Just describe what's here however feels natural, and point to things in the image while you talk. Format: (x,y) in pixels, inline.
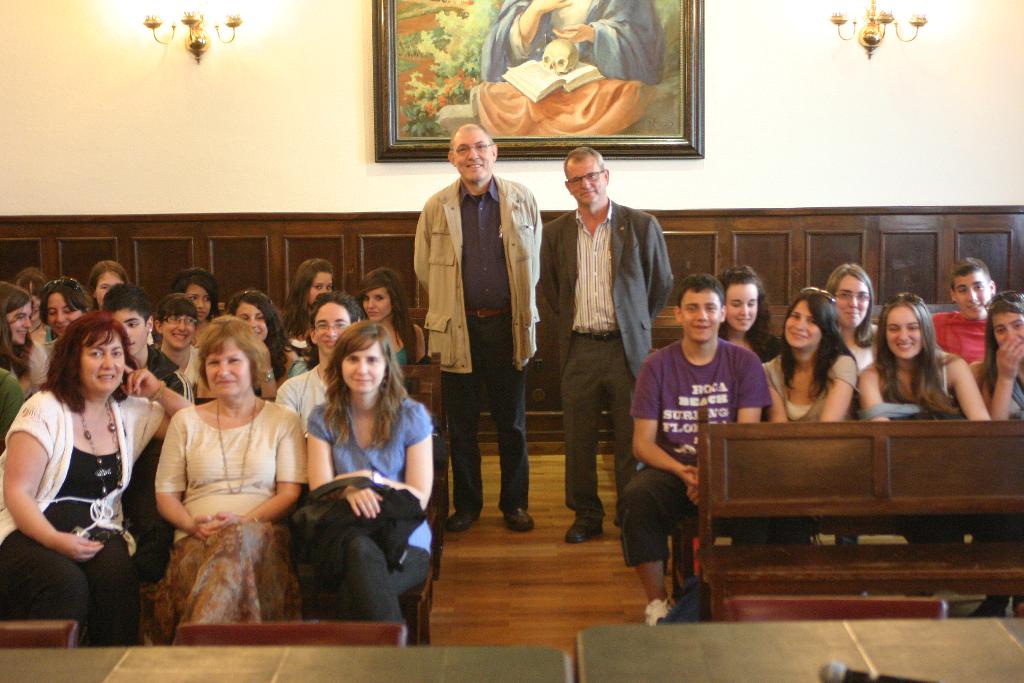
In this image I can see people (332,342) where few are standing and rest all are sitting. I can also see smile on few faces (891,338) and I can see two of them are wearing jackets (430,289). In the background (661,142) I can see a frame (578,124) and few lights (187,42) on wall (878,91).
